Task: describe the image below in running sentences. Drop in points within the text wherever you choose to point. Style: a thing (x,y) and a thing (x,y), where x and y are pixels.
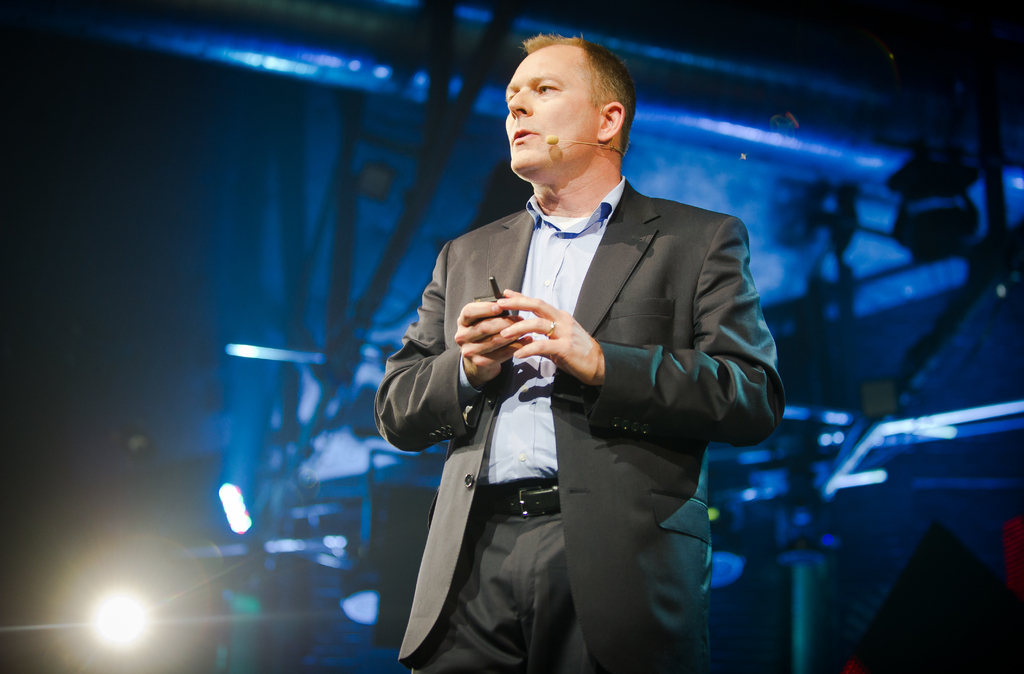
In this image we can see a person (538,332) holding an object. In the background of the image (95,592) there is a light (133,614) and other objects (770,244).
